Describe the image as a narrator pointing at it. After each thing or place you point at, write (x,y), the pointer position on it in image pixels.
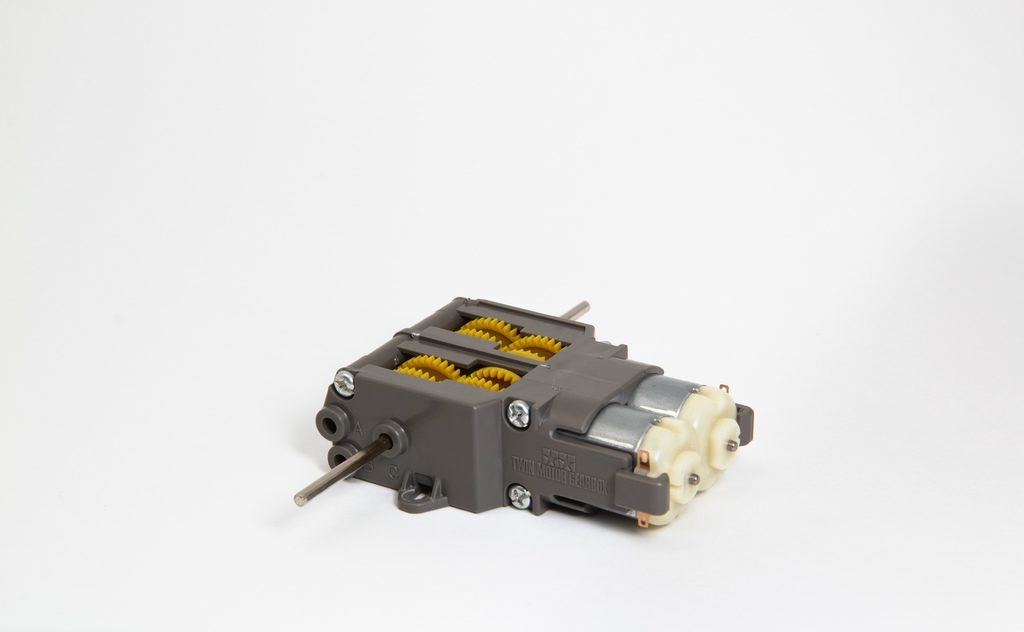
In this picture we can see a toy motor (361,368) on a white surface (450,562).
